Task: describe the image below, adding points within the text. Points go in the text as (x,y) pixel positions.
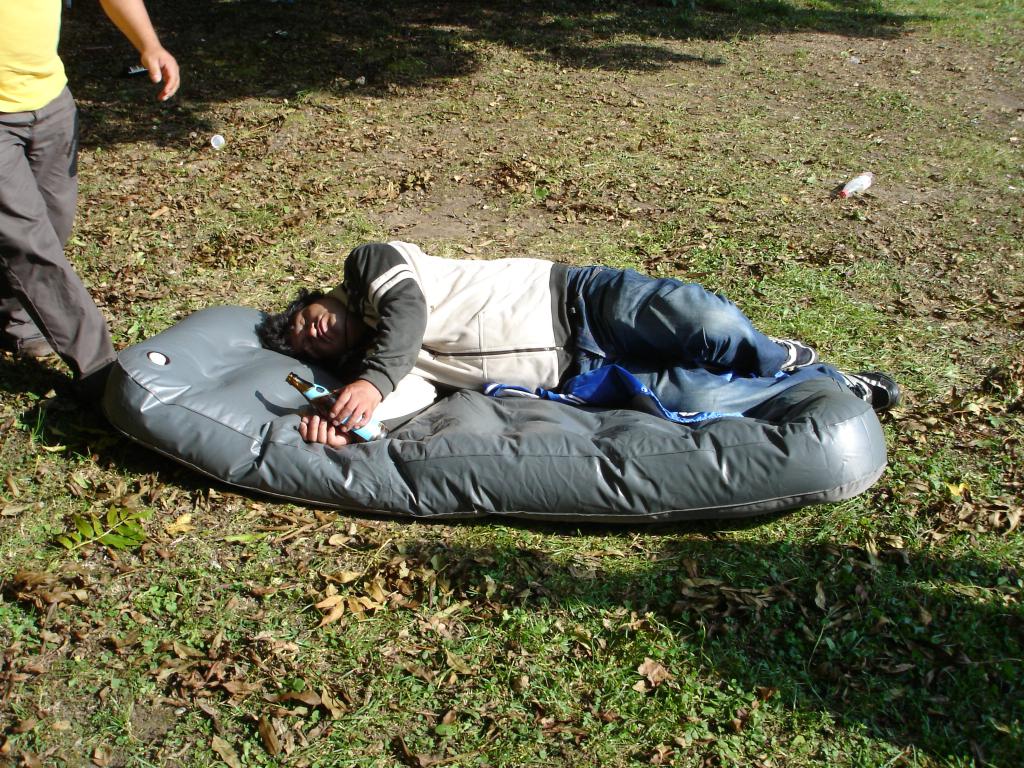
In the center of the image (571,272) there is a person (640,293) sleeping on air bed (850,437). At the bottom of the image (513,647) there is grass (373,739). To the left side of the image (61,354) there is a person (159,69).
